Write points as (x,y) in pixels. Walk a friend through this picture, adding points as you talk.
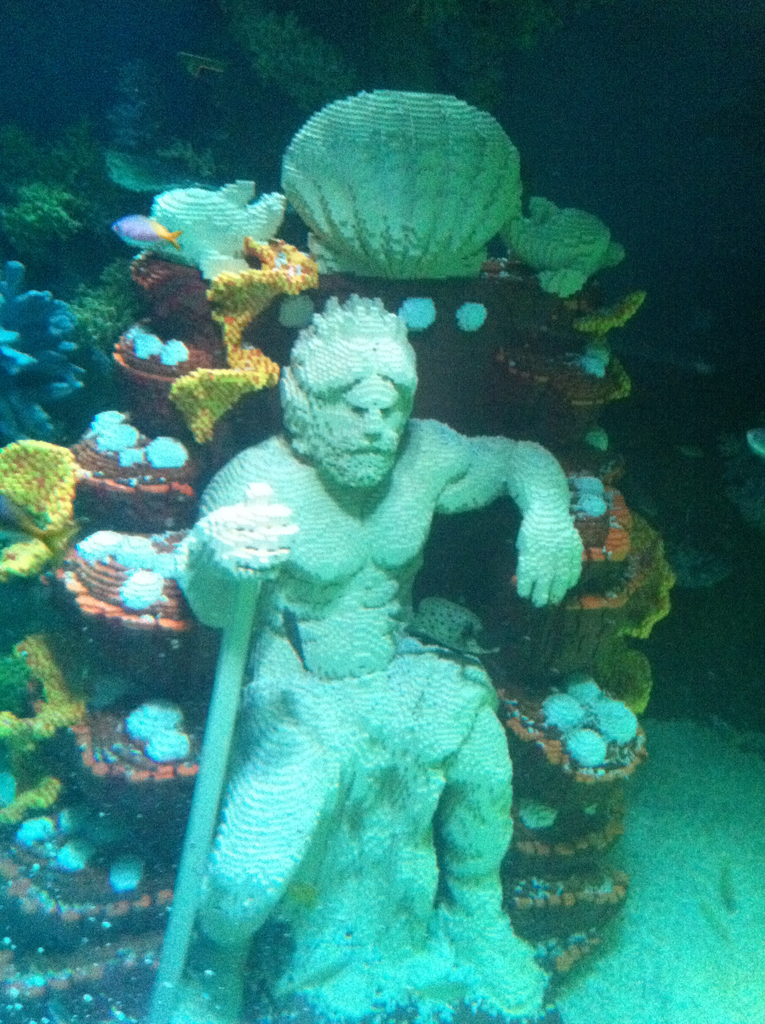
This is an image clicked inside the water (84,618). Here I can see a statue (315,671) of a person (434,812). At the back (180,498) there are some marine species (195,253).
